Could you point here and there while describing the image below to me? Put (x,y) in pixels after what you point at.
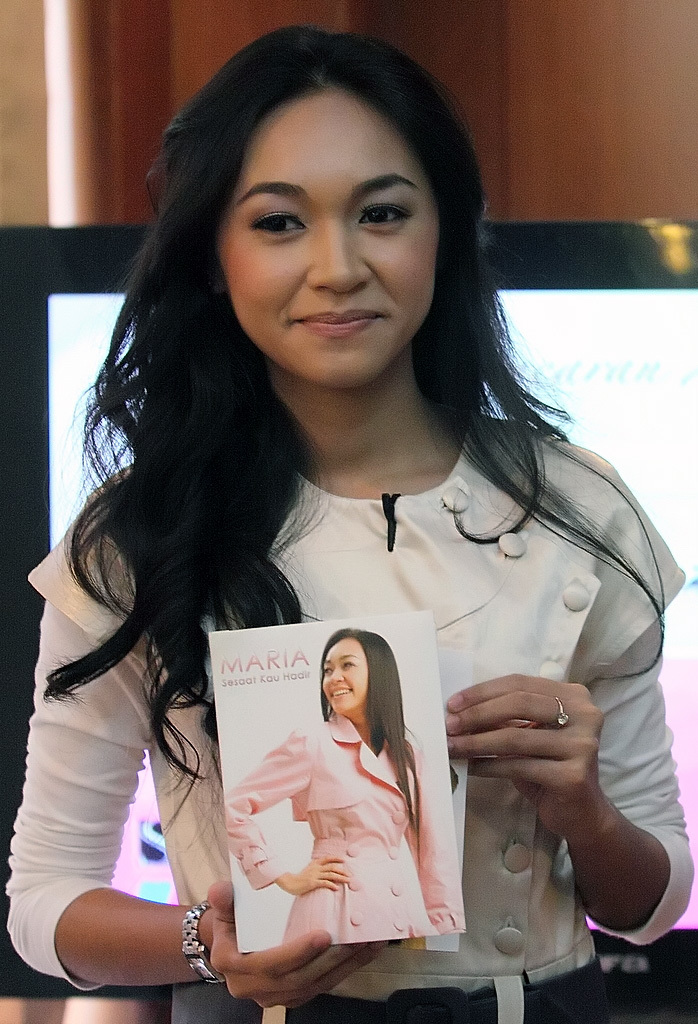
In the picture I can see a woman (281,617) is standing and smiling. The woman (492,844) is holding an object (291,805) on which there is a photo (356,795) of a woman (342,831) and something written on it. In the background (107,456) I can see a screen (663,263).
